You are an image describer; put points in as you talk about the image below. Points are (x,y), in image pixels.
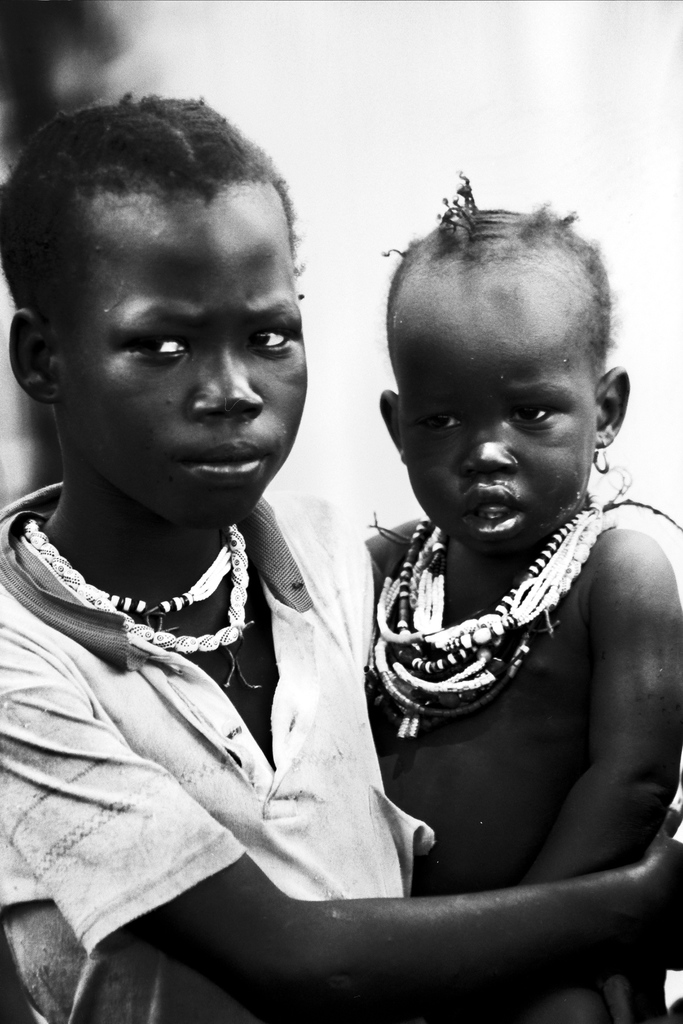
In this image, we can see a person (433,1022) standing and holding a kid (550,788), there is a blur background (239,73).
